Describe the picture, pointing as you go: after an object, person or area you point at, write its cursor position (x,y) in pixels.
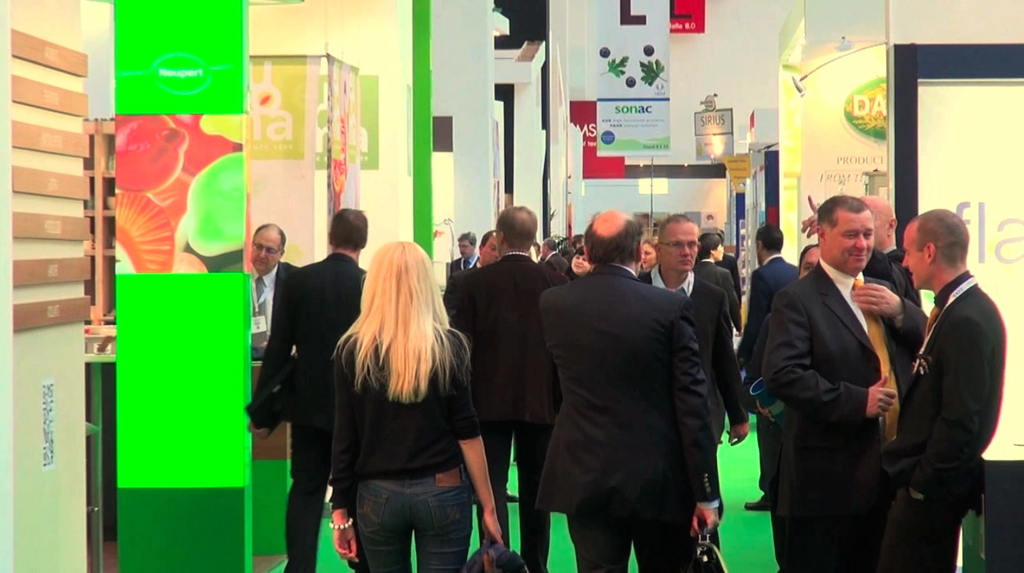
In this image there are many people (542,376) standing. Beside them there are pillars (417,134) and boards (855,87). There are pictures (334,164) and text (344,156) on the pillars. In the background (660,98) there are banners (635,114) to the walls (680,126). There is a carpet (734,538) on the floor (749,535).
